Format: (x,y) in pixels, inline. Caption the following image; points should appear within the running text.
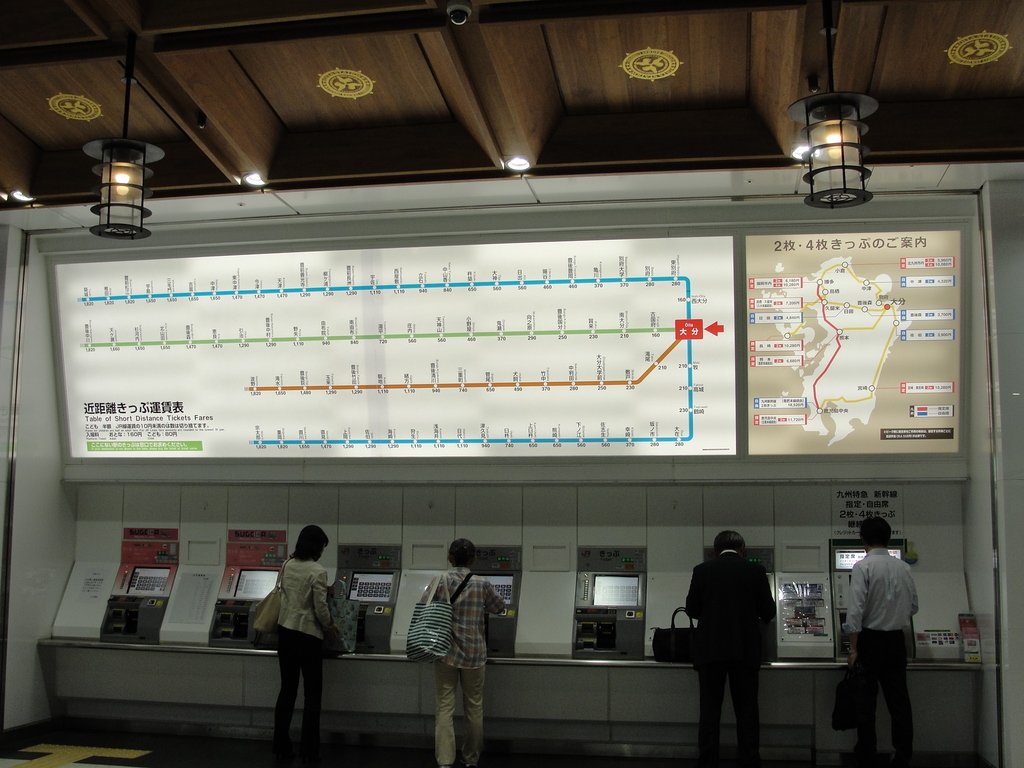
In this image I can see four persons (859,655) standing. The person (754,637) in front (728,603) wearing black blazer (705,626), I can also see the other person (888,698) wearing white shirt (898,608), black pant (888,646). Background (91,419) I can see a screen (114,432) and I can also see few lights (864,189).
